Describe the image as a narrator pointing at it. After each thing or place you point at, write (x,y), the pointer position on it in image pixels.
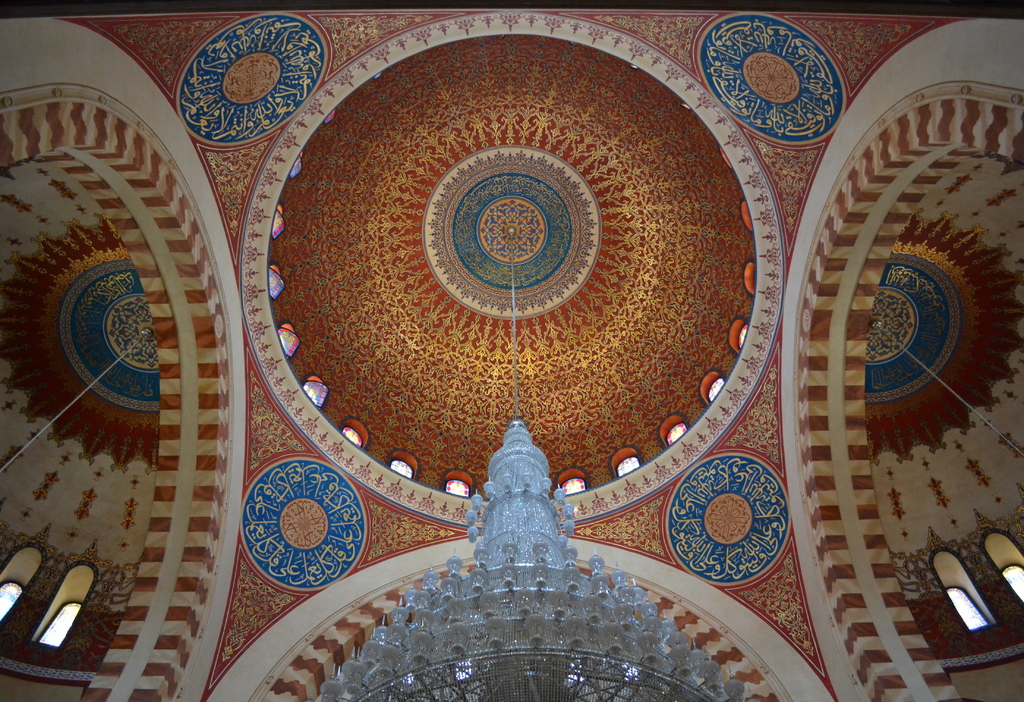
In this image we can see light (523,556) hanging from the roof (438,338). In the background (479,459) we can see ceiling (597,209) and windows (953,597).
